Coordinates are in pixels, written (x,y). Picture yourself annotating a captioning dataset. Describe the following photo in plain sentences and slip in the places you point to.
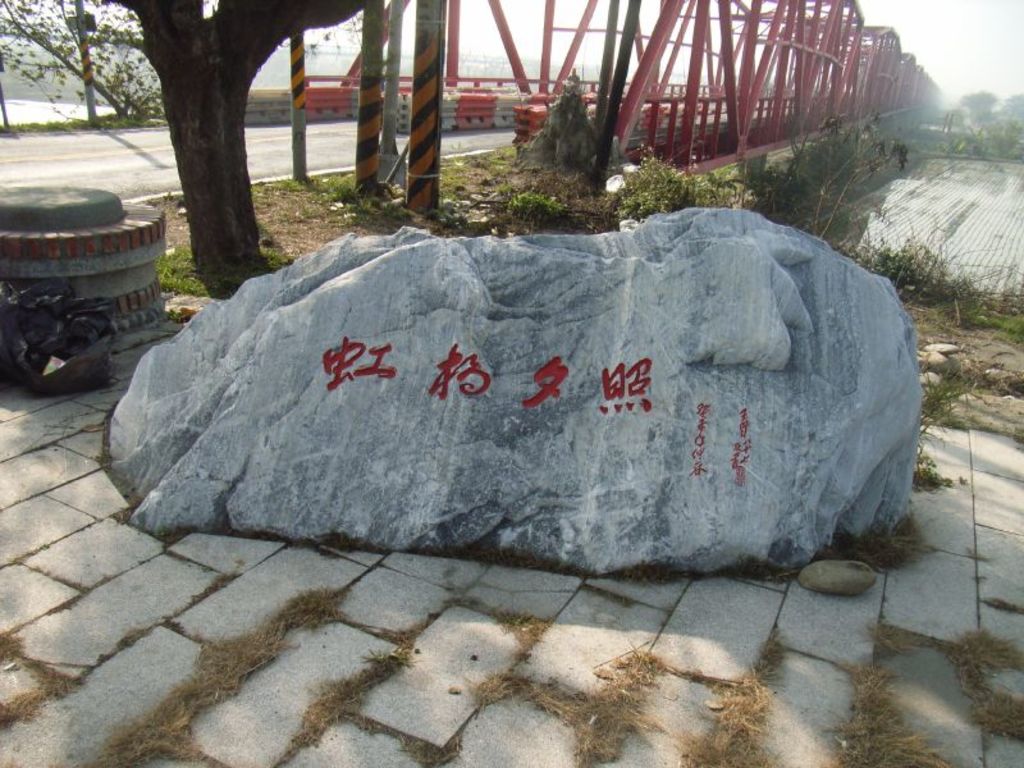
In this picture I can see there is rock (890,451) and there is some grass (496,159) and there is a tree (217,225), a road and plants (689,183). There is a bridge (778,53) here at right (829,66), it has a red color iron frame (681,31).
